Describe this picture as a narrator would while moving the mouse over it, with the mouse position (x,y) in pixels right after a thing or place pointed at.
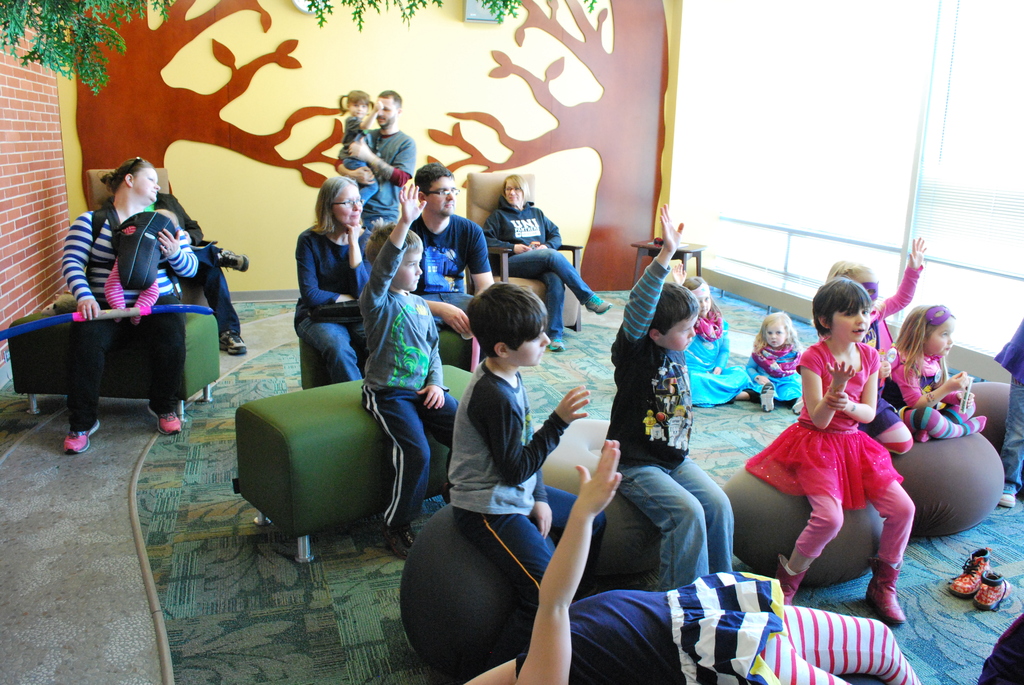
There are some people (381,268) sitting in this room (620,464) on the sofas (433,639). there are some children (510,429) in the group (577,412). In the background (252,102) there is a wall (267,101) painted in yellow and brown color in the form of a tree (612,106).
